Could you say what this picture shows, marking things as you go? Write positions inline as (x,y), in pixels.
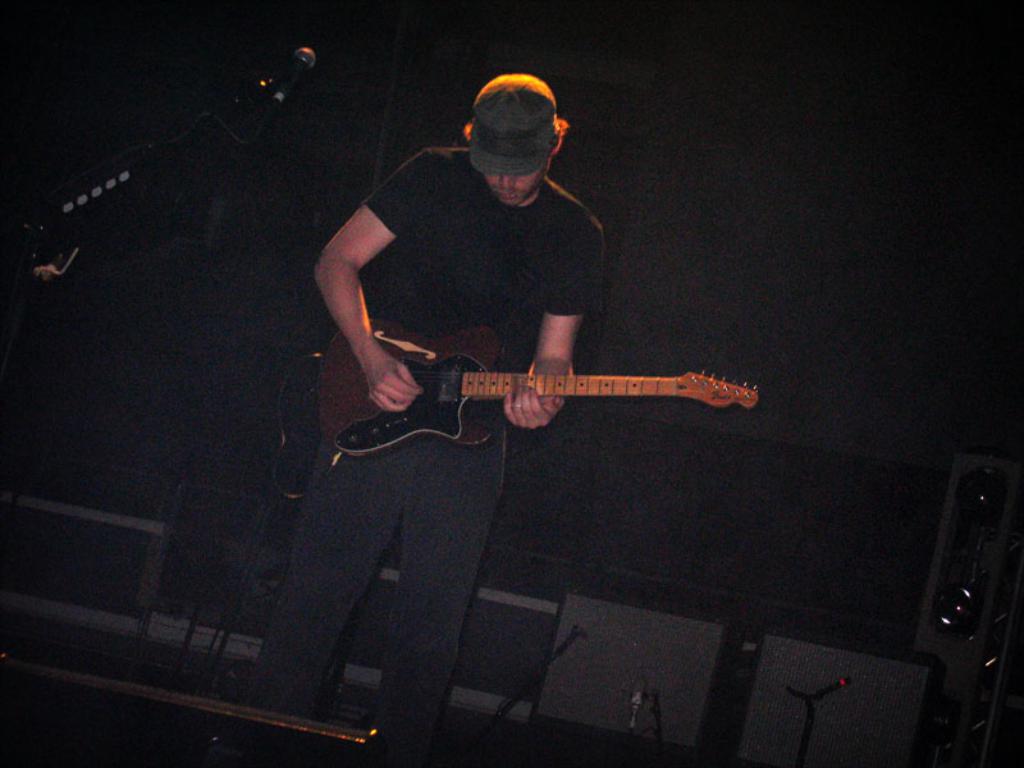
In this picture we can see man (383,360) holding guitar (435,406) in his hand (399,385) and playing and in background (755,509) we can see some machine (696,678), wall (746,264) and it is dark.
